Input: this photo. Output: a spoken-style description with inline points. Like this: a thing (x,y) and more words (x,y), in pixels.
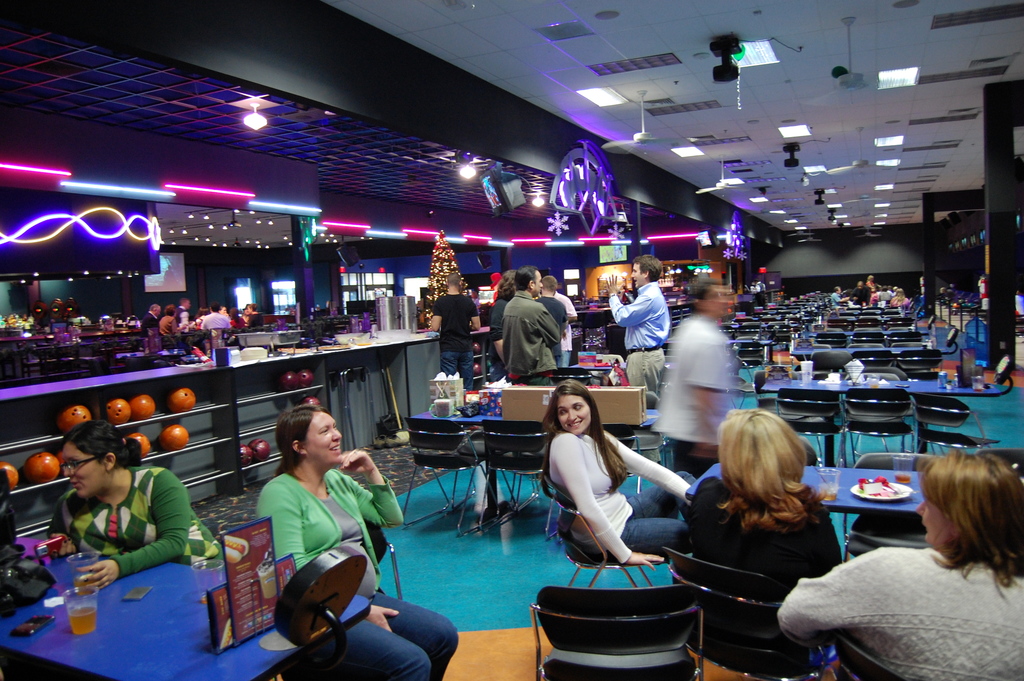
This is a bowling alley (558,261) where we can see the dining tables (860,469) and chairs (868,421) where the people (654,329) are standing and sitting and also we can see some lamps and some bowling balls (144,406) in the rack (40,488).
